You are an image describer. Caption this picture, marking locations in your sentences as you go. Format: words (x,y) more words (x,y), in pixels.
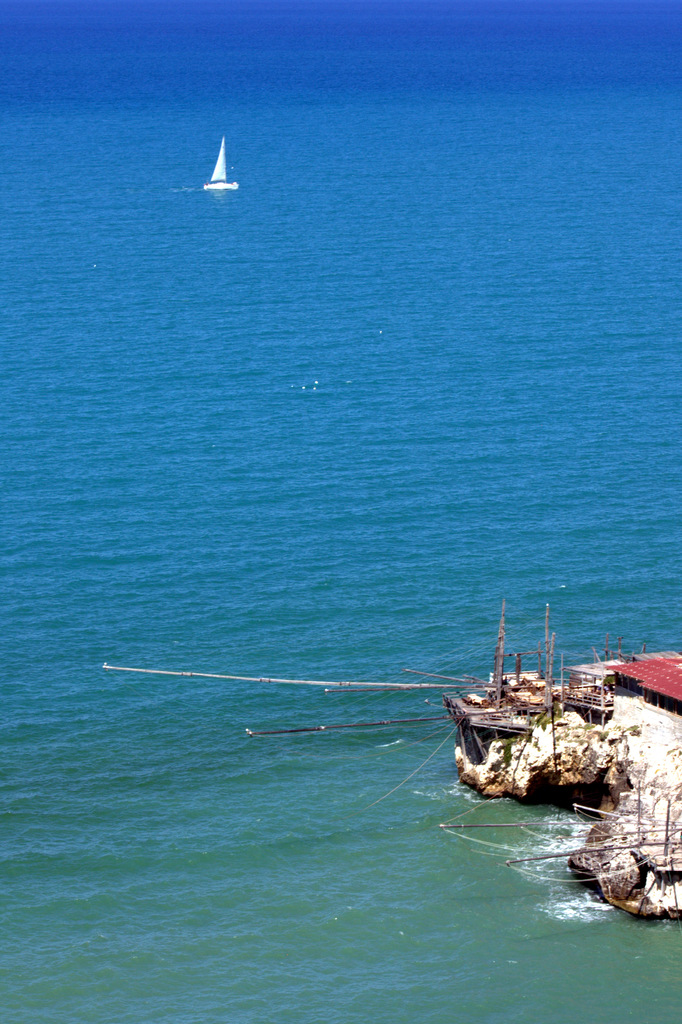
In this picture I can see a boat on the water (385,617) and there is sea shore (637,753).
